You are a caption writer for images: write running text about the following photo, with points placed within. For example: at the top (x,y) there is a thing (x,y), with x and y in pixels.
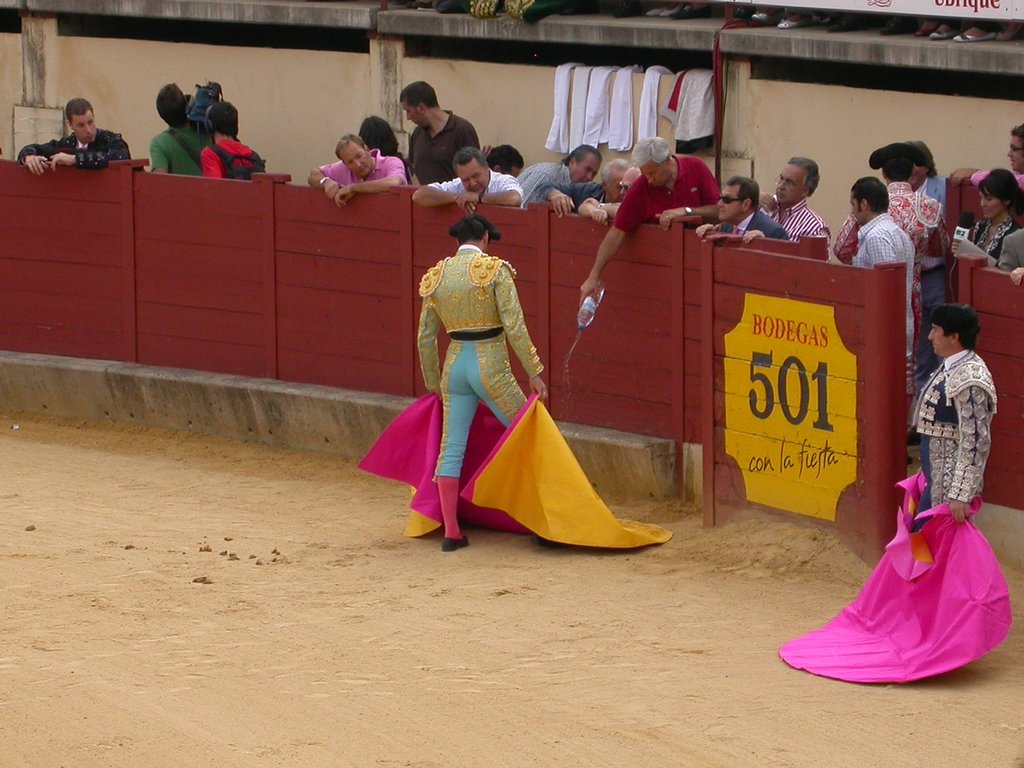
In this image I can see the ground (313,634) and two persons (918,432) standing and holding clothes (561,494) in their hands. I can see the wooden railing (277,299) which is brown in color and number of persons (205,153) standing behind the wooden railing (320,199). I can see few clothes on the wall (751,164).
